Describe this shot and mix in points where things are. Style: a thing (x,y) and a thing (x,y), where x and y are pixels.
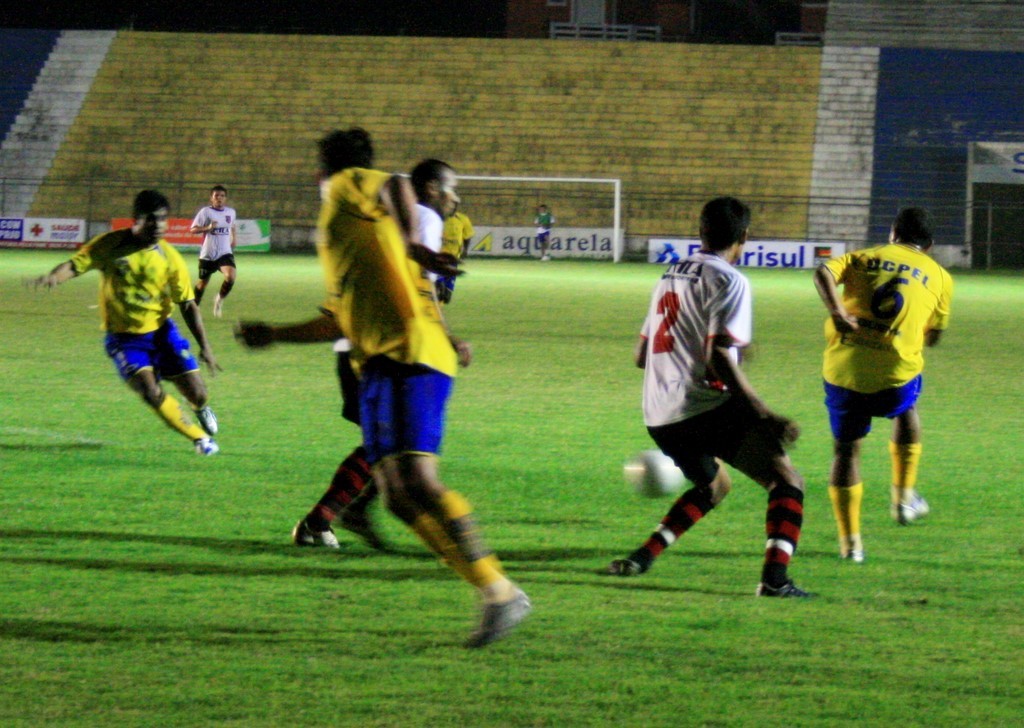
The picture is clicked in a football game. In the foreground of the picture (340,332) it is ground (57,305), on the ground (245,277) there are many players (394,300) playing football (655,464). In the background (538,228) it is a goal post (548,210) and a person (547,257). At the top (187,101) it is stadium (427,69).
